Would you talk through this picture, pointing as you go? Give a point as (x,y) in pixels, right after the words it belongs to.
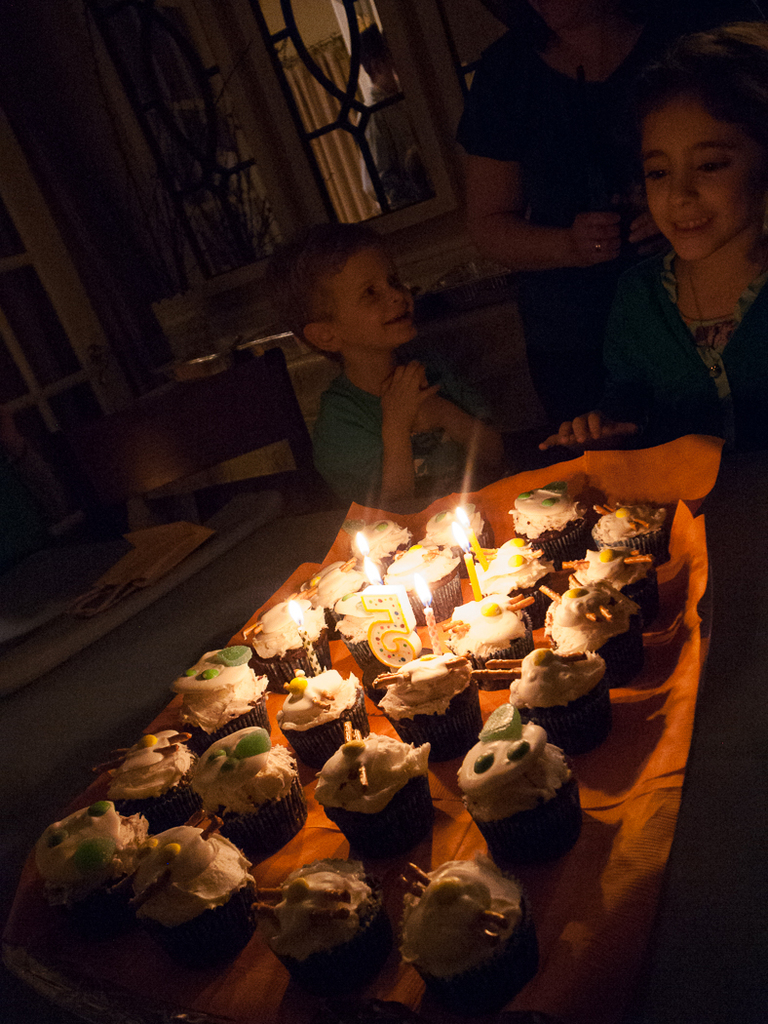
In this picture I can see a table (48,1023) in front (754,980), on which I can see number of cupcakes (335,602) and few candles (362,549). Behind the table (683,861) I can see a boy (375,352), a girl (640,366) and a woman (534,174). In the background (419,174) I can see the windows (282,105) and through the windows (298,90), I can see a person (377,41). I can also see that this picture is a bit in dark.
